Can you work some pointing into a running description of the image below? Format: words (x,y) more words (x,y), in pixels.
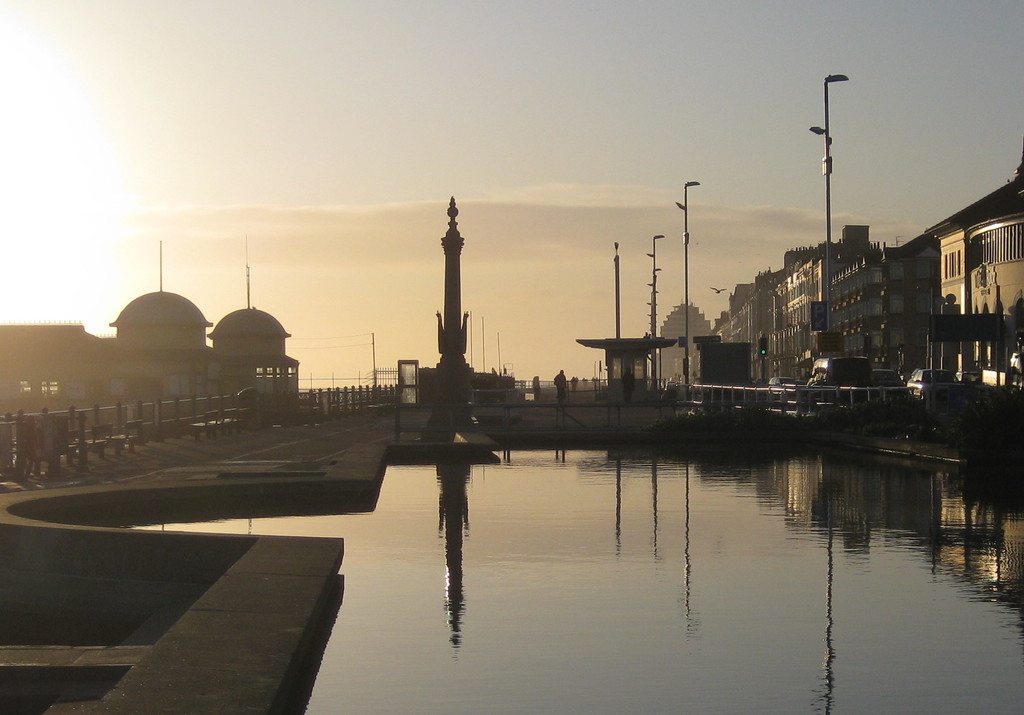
In this picture we can see water (485,526) and fence (492,389), in the background (187,389) we can see few poles (687,228), vehicles (893,372) and buildings (870,274).
